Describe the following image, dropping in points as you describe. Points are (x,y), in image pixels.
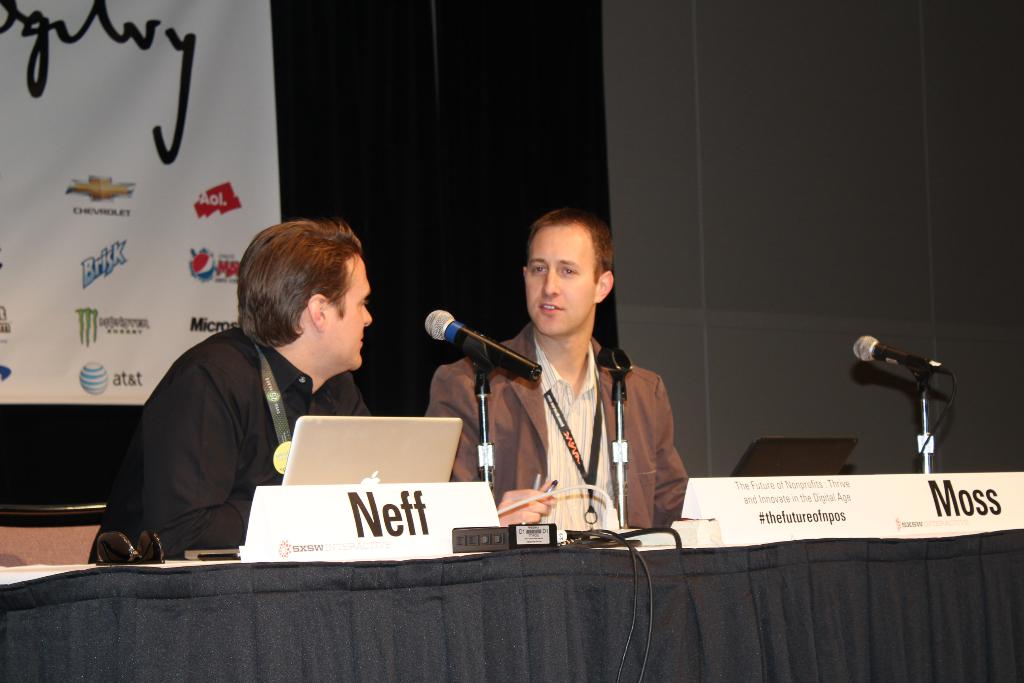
In this picture we can observe two men (530,349) sitting in front of a table (390,592) on which we can observe a laptop (341,466) and name boards (383,544). There are three mics (877,360). We can observe black color cloth (403,633) on the table (522,613). In the background (229,165) there is a white color poster (70,237) and a black color curtain (403,143).
